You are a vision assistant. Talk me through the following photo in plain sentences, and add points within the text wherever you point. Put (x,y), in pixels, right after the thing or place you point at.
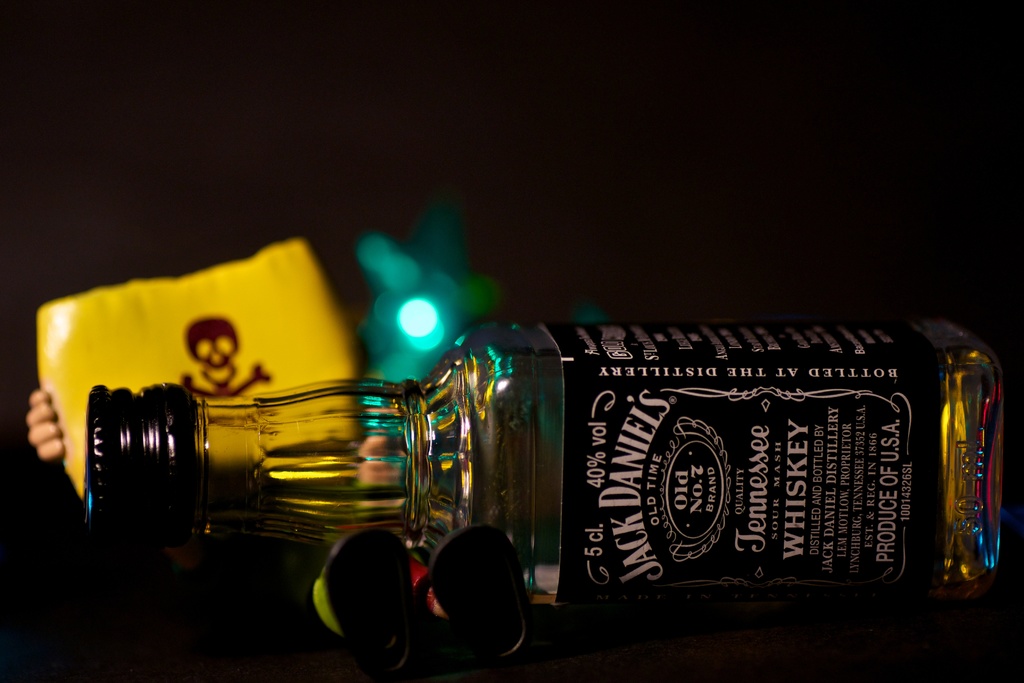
In this picture we can see one bottle (303,480) and one board (247,381) with danger sign (238,374), one person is holding the board (231,371).
